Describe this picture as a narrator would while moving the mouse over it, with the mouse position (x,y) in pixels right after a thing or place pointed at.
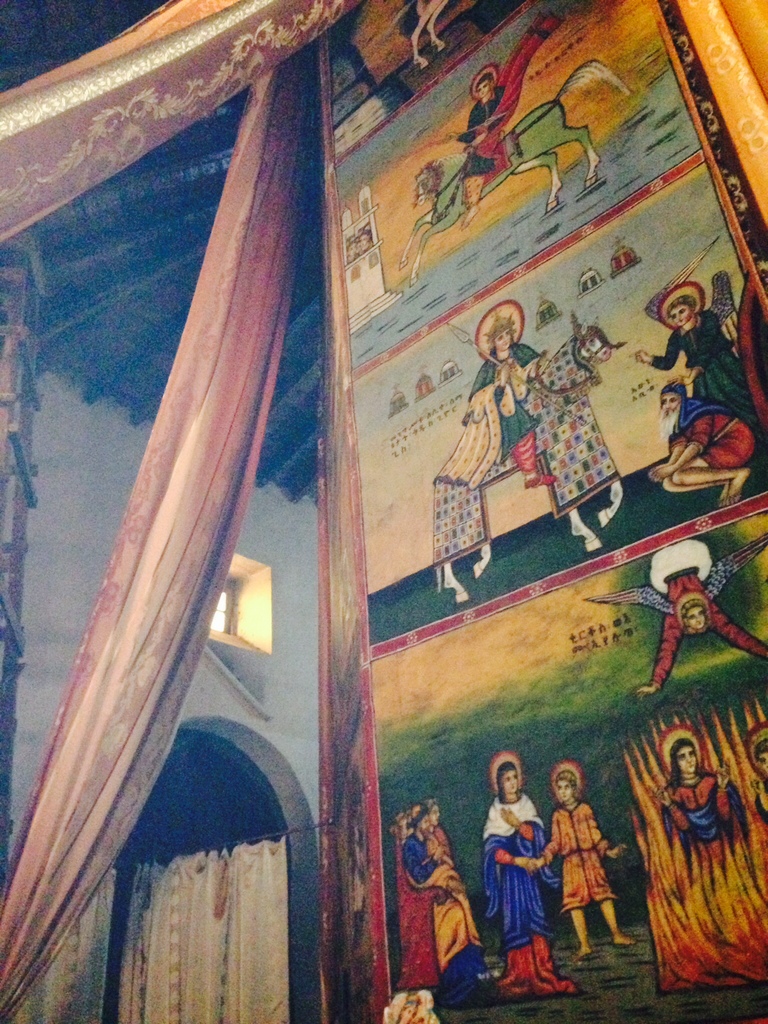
On the right side of this image (530,490) I can see a wall (434,398) to which I can see some paintings (644,783). On the left side (119,607) there are few curtains (148,485) are hanging a metal rod (281,836). In the background (93,564) there is a wall (58,527).
